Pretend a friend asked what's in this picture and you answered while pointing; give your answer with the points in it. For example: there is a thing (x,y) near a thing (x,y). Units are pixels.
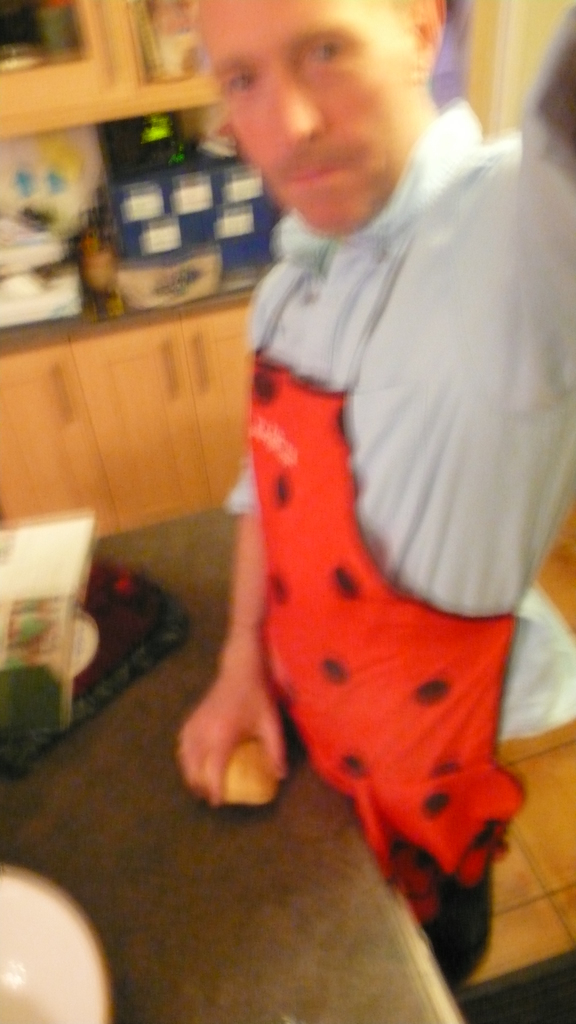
In this picture I can see a man (540,435) is standing and holding something in his hand (213,780) and I can see a bowl (75,968) on the table (113,921) and I can see cupboards (182,339) and few items (85,247) on the counter top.
